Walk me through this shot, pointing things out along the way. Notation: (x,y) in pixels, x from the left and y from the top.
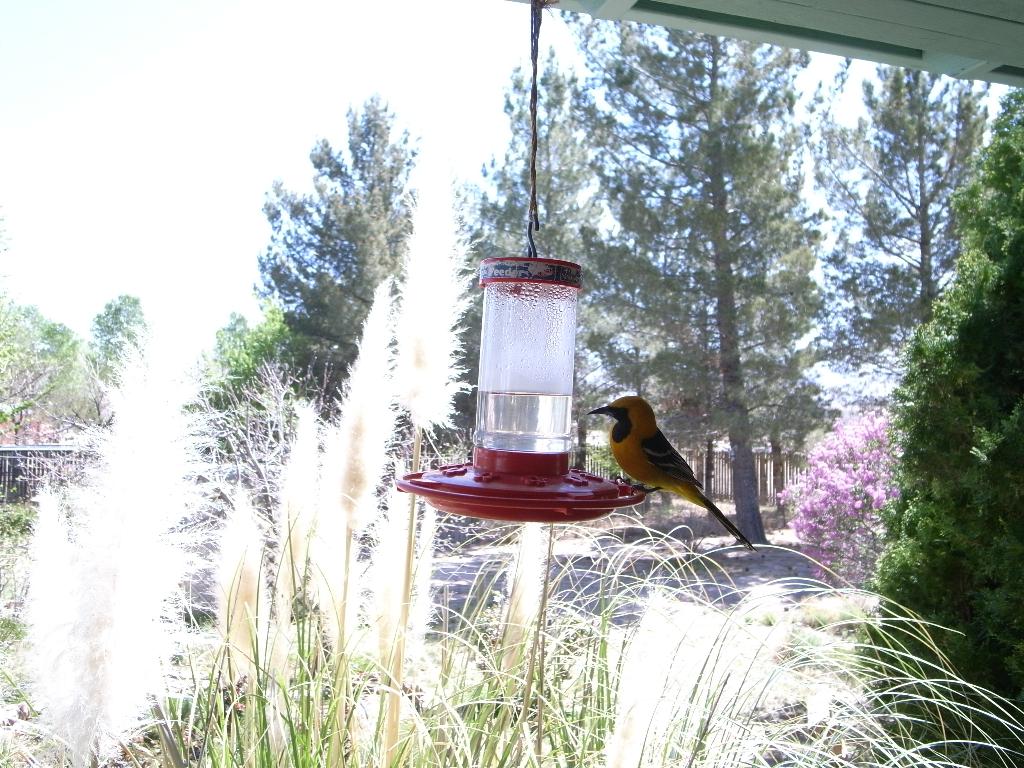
In this picture there is a bird feeder (493,262) in the center of the image (527,302) and there is a bird (636,403) on it and there is a boundary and greenery (610,349) in the background area of the image (827,450).
